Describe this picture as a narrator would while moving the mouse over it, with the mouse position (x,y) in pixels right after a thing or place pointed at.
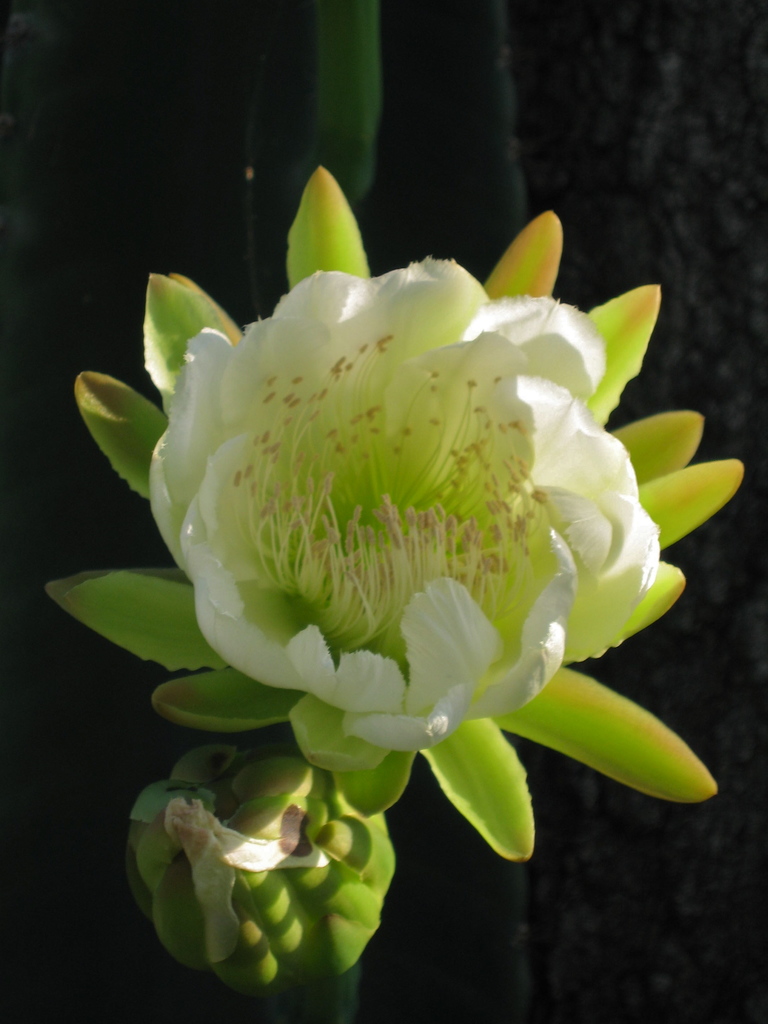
In this image I can see a flower (252,441) which is in white and green color.
